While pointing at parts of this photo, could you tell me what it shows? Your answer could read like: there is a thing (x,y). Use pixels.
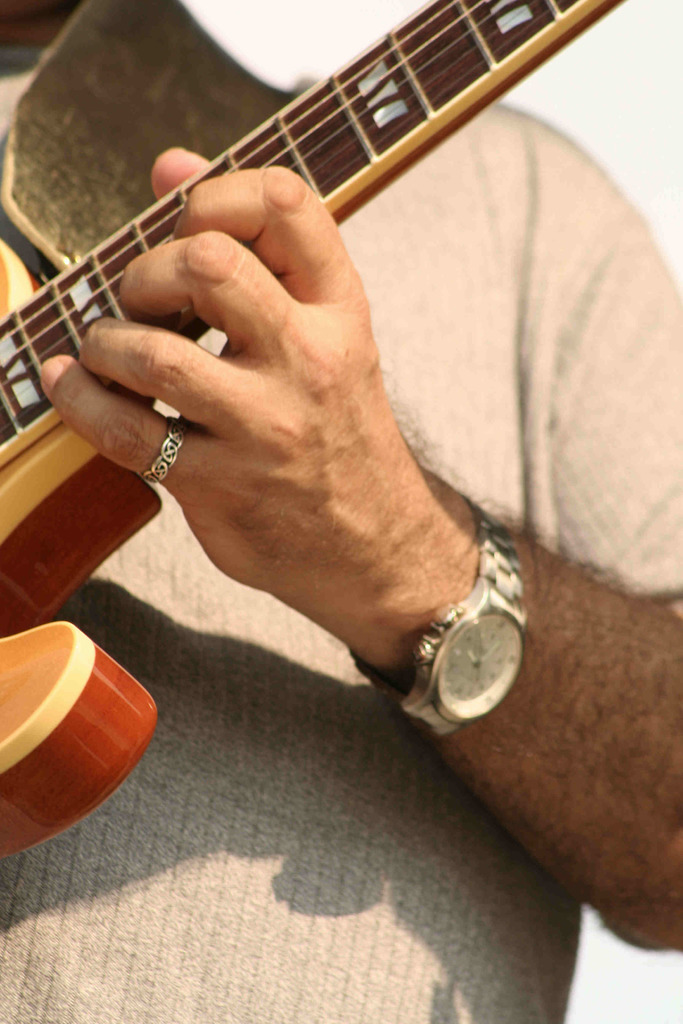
In this picture we can see a man (231,473), he is holding a guitar (98,278), and we can see a wristwatch (453,657).
